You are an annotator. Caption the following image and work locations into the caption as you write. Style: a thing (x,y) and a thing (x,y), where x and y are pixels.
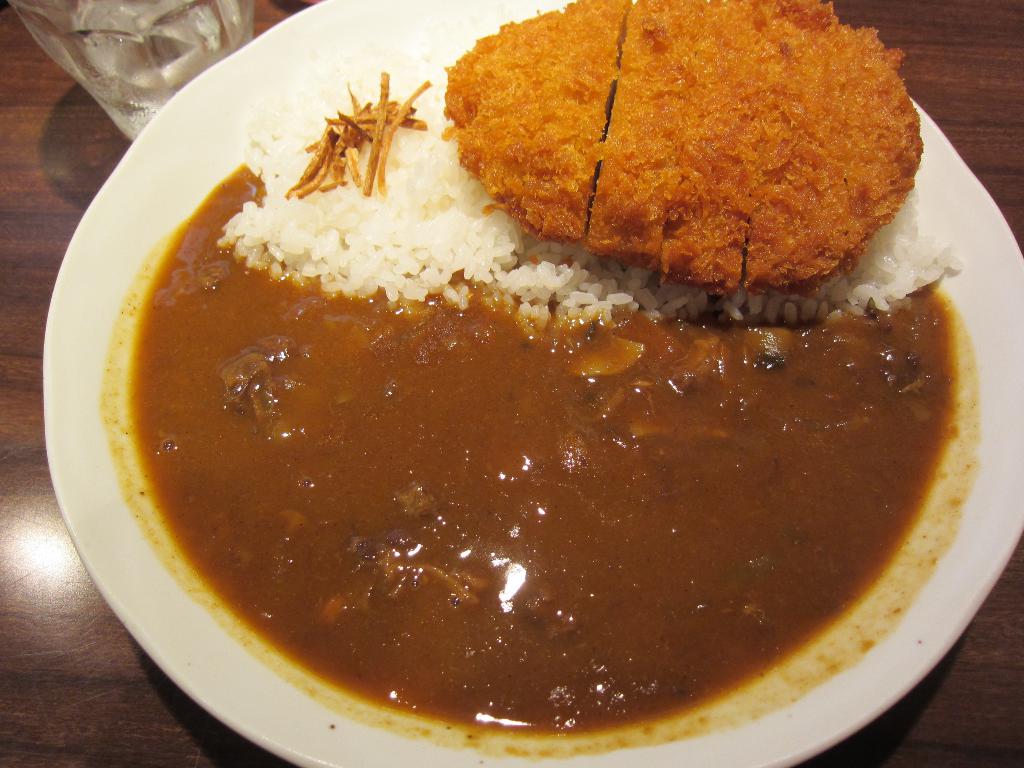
In this image we can see the food items (404,418) on the plate (783,696). We can also see the glass (145,52) on the wooden surface (87,636).
